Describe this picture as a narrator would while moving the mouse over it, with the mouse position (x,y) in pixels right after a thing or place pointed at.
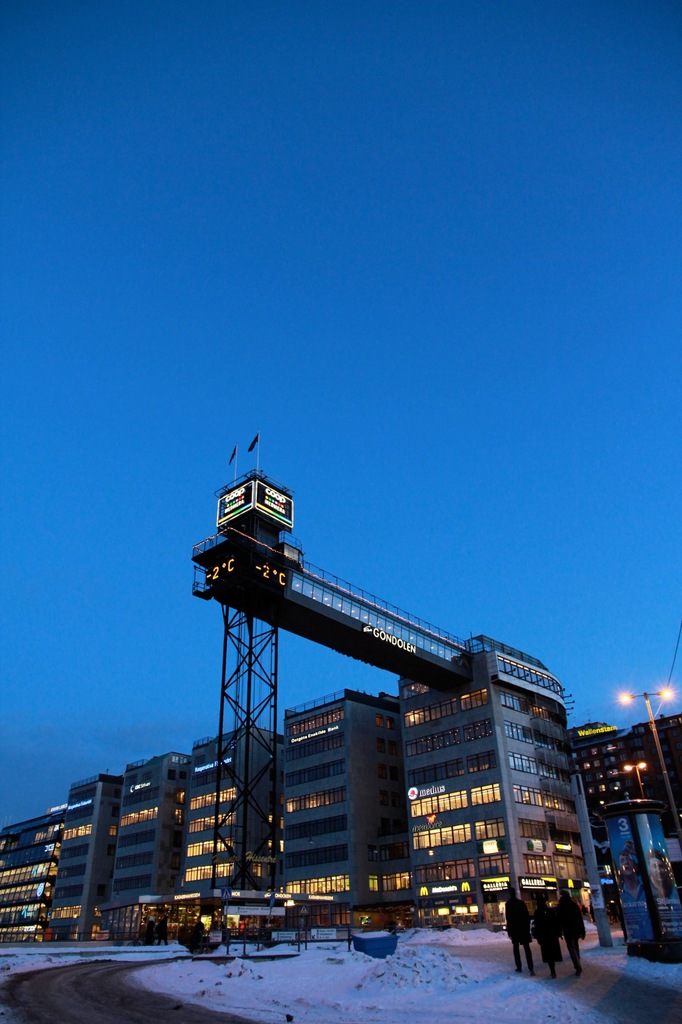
In the foreground (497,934) I can see a group of people (531,970) on the road (491,951), buildings (483,792) and lights (491,801). The background (164,242) is covered with the sky (177,271). This image is taken may be during night.
